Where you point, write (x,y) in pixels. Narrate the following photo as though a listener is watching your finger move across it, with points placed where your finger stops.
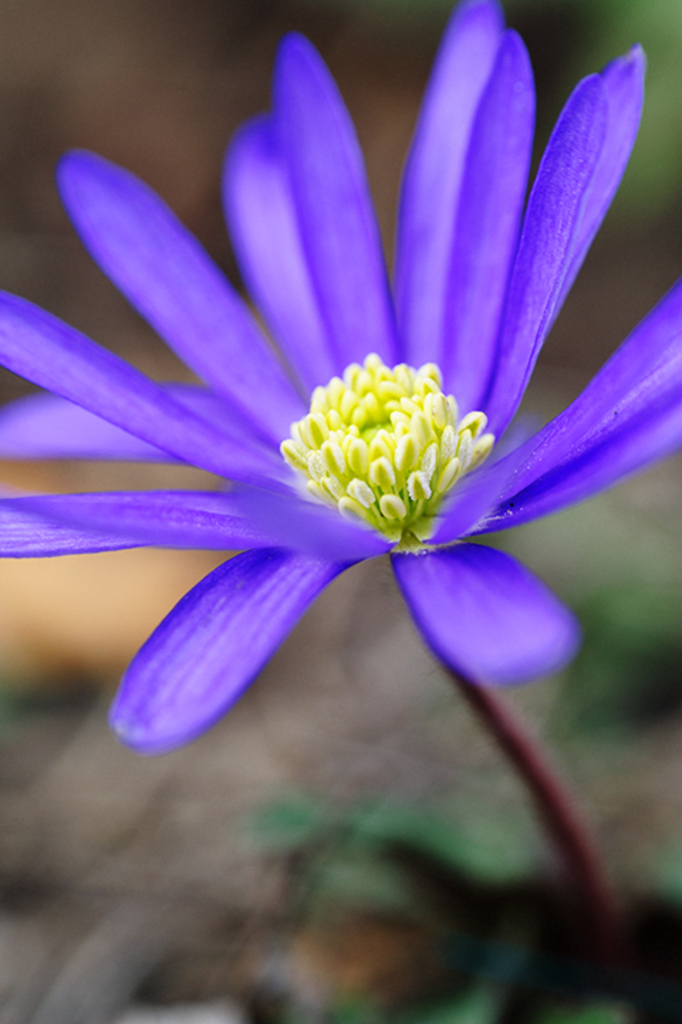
In this picture there is a flower (447,484) in violet color. The background (9,219) is blurred.
